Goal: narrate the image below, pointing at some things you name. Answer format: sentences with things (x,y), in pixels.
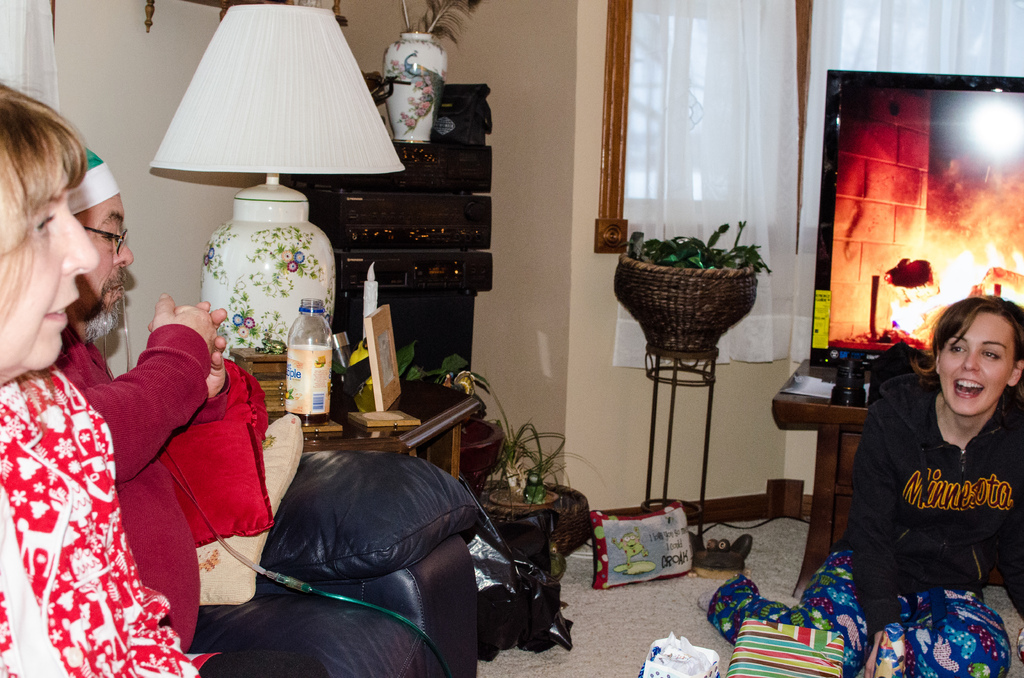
In the picture I can see people (80,460), among them the people (149,550) on the left side (149,550) are sitting on the sofa (421,600). In the background (693,219) I can see curtains (738,177), a TV (890,248), a bottle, wall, light lamp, plant pots (705,343) and some other objects (491,533). This is an inside view of a room (507,266).
